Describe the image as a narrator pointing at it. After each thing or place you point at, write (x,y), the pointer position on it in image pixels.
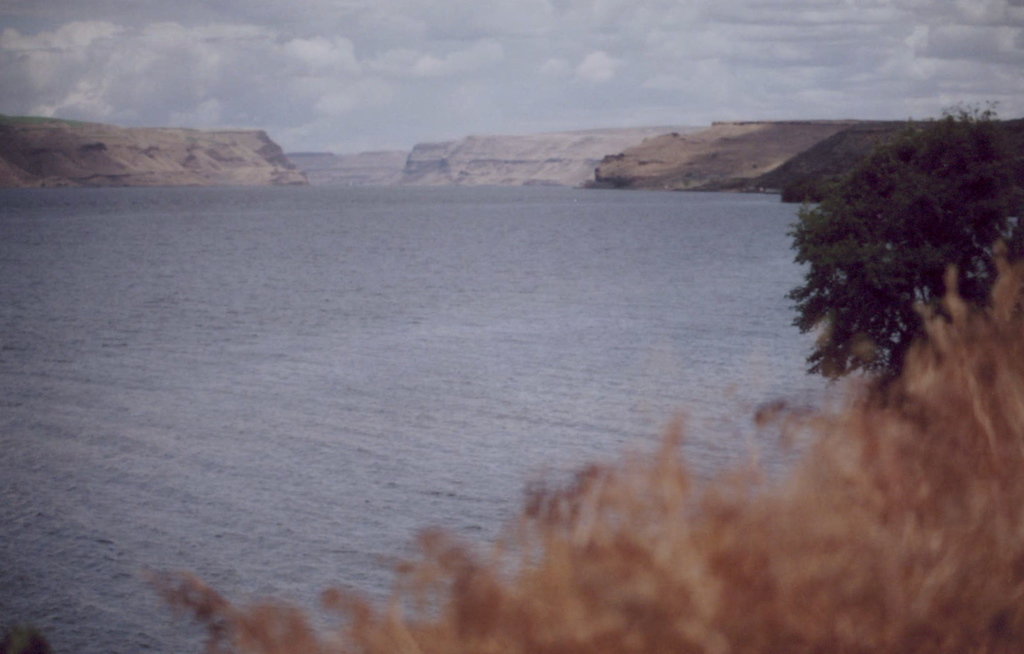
This image consists of grass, trees (816,230), water (670,288), mountains (757,177) and the sky (546,80). This picture might be taken in a day.
